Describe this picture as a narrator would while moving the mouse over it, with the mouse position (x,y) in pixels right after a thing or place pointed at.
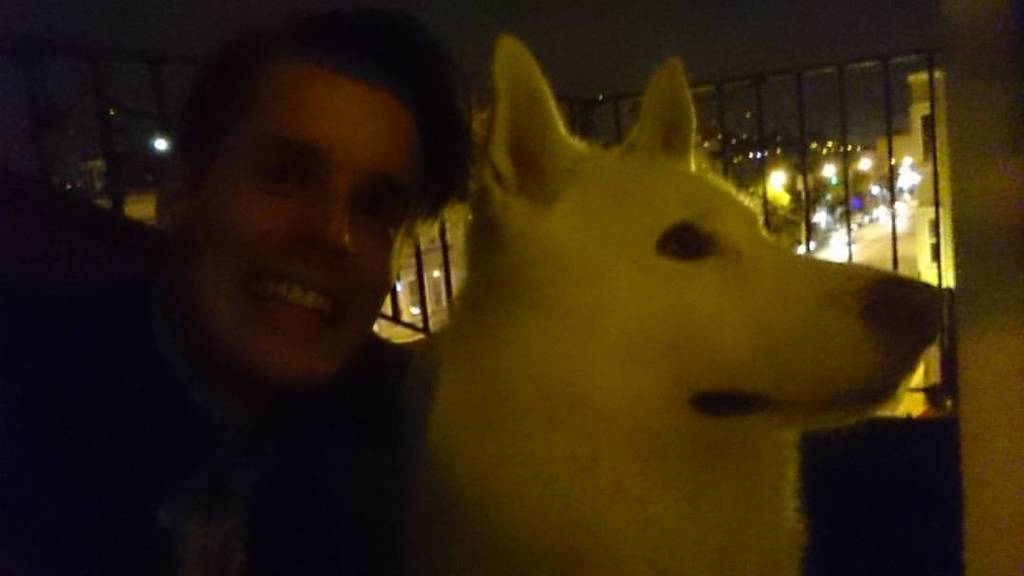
In this picture i can see a person (316,298) holding a white colored dog (617,345). In the background (830,166) i could see some lights (826,222) and the person (307,271) is giving smile to the picture.
